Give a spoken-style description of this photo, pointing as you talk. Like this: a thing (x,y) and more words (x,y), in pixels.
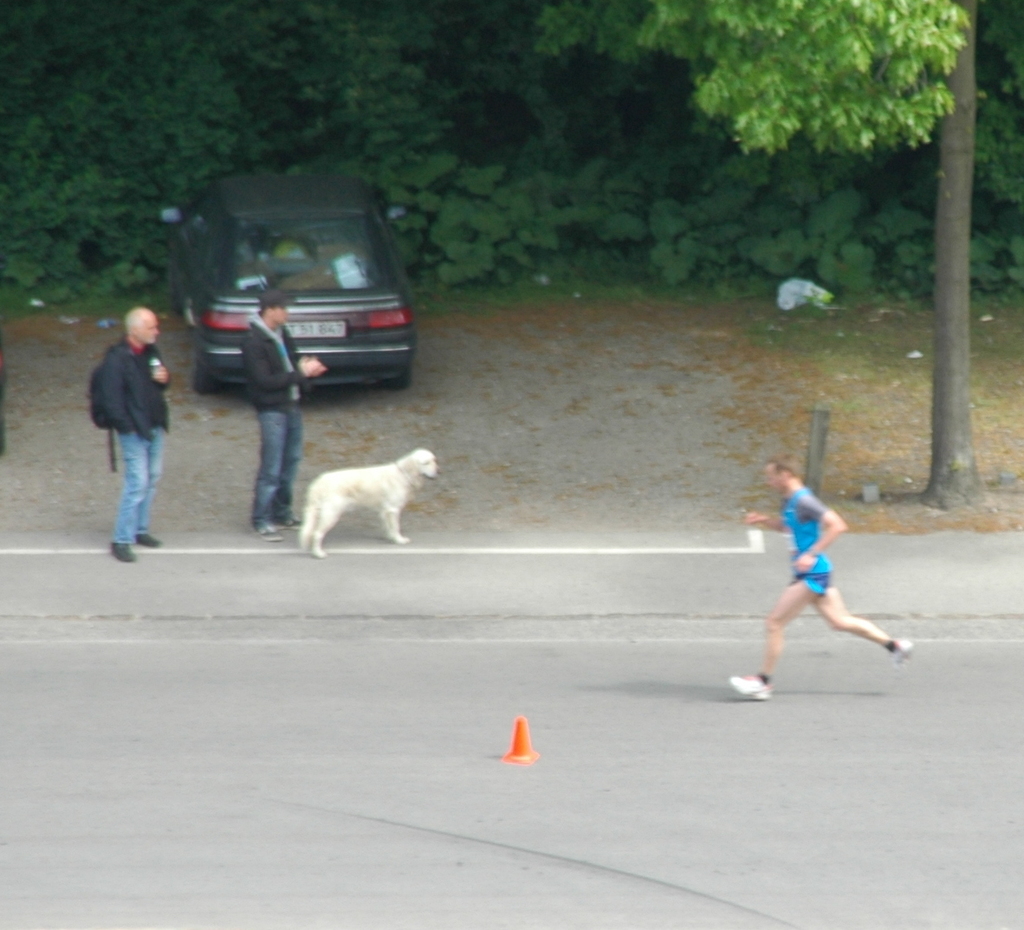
In this image we see a person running on the road (451,671) and to the side we can see two people (159,435) standing and there is a dog (343,501). We can see some plants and trees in the background (766,215) and there is a car (360,199).
